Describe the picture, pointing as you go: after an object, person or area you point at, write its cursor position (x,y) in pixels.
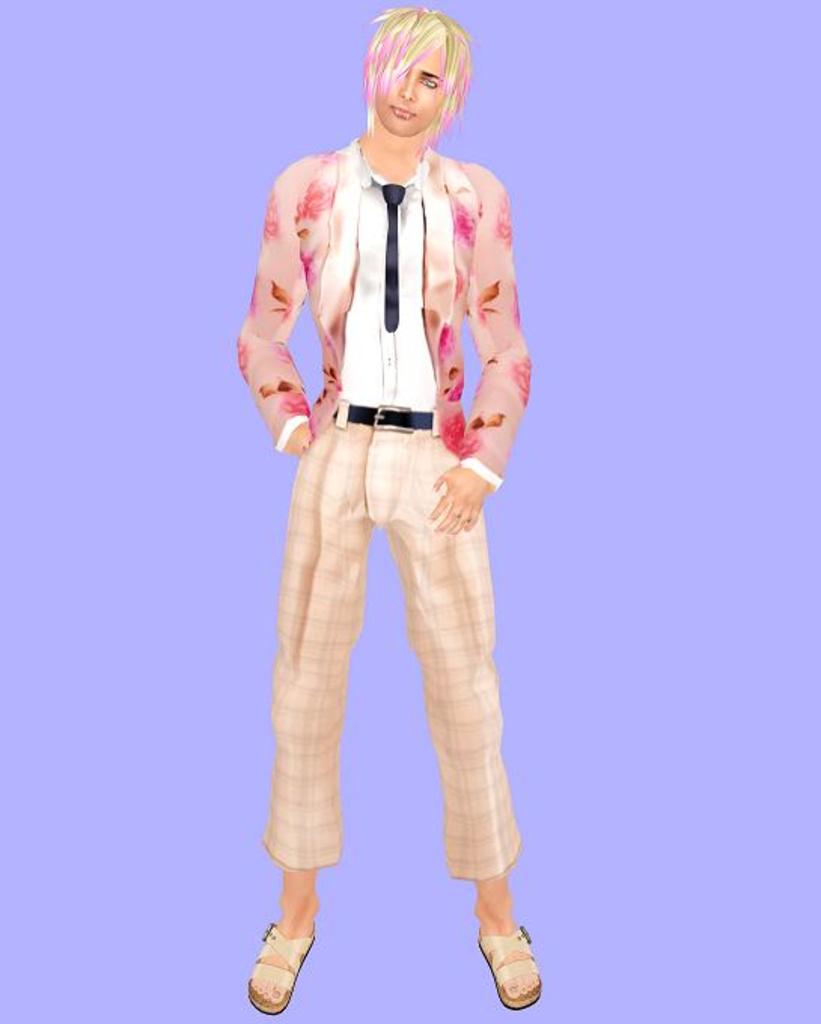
In this picture we can see an animated person (366,531) and behind the person (330,406) there is a purple background (721,598).
